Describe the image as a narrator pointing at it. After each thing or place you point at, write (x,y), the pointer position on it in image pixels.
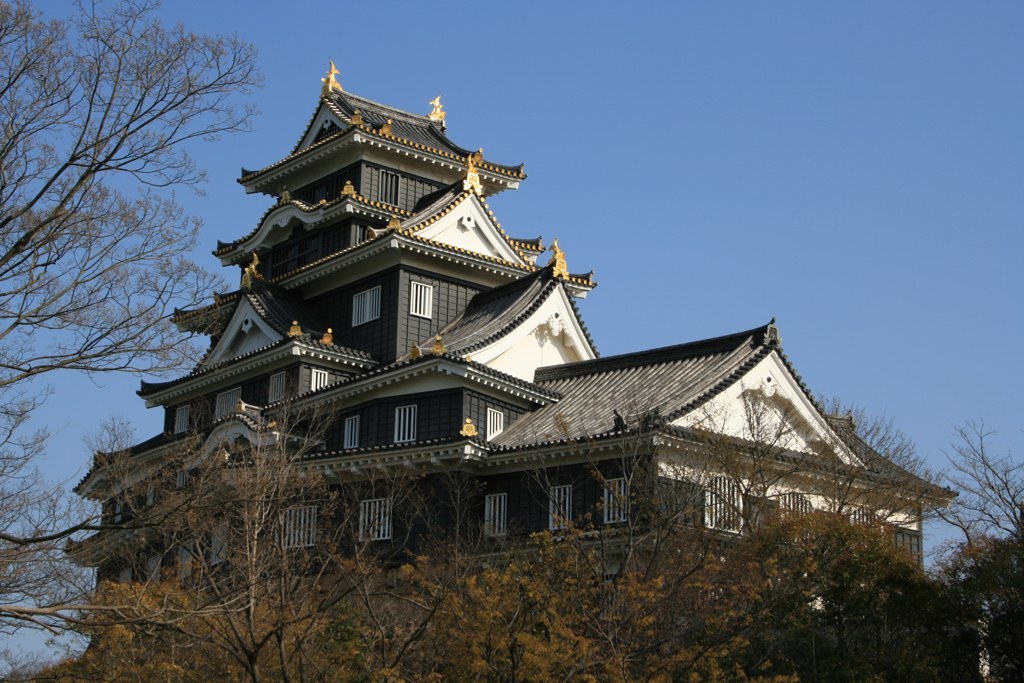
In this image we can see the house (656,354) with the windows (377,315). We can also see the trees (865,673). In the background (736,87), we can see the sky (371,95).
